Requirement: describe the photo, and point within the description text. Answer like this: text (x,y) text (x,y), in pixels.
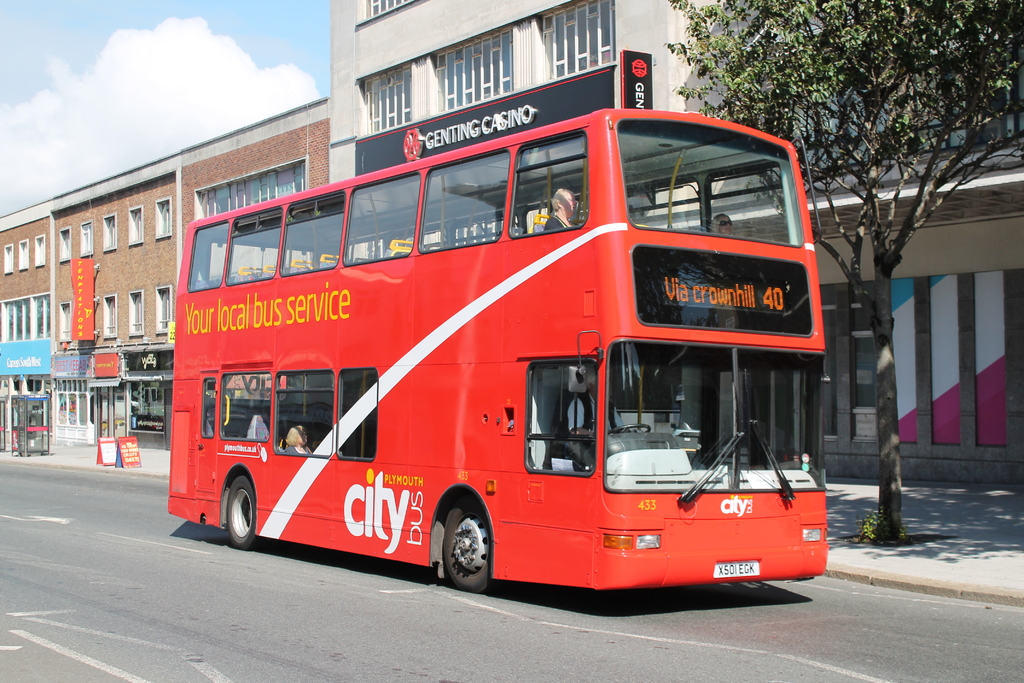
In the image in the center (468,327), we can see one red color bus (435,339) on the road (92,570). And we can see few people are sitting in the bus (493,266). In the background (159,109), we can see the sky (320,65), clouds (209,138), buildings (377,103), windows (404,67), banners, sign boards (632,63), one tree (853,17) etc.
